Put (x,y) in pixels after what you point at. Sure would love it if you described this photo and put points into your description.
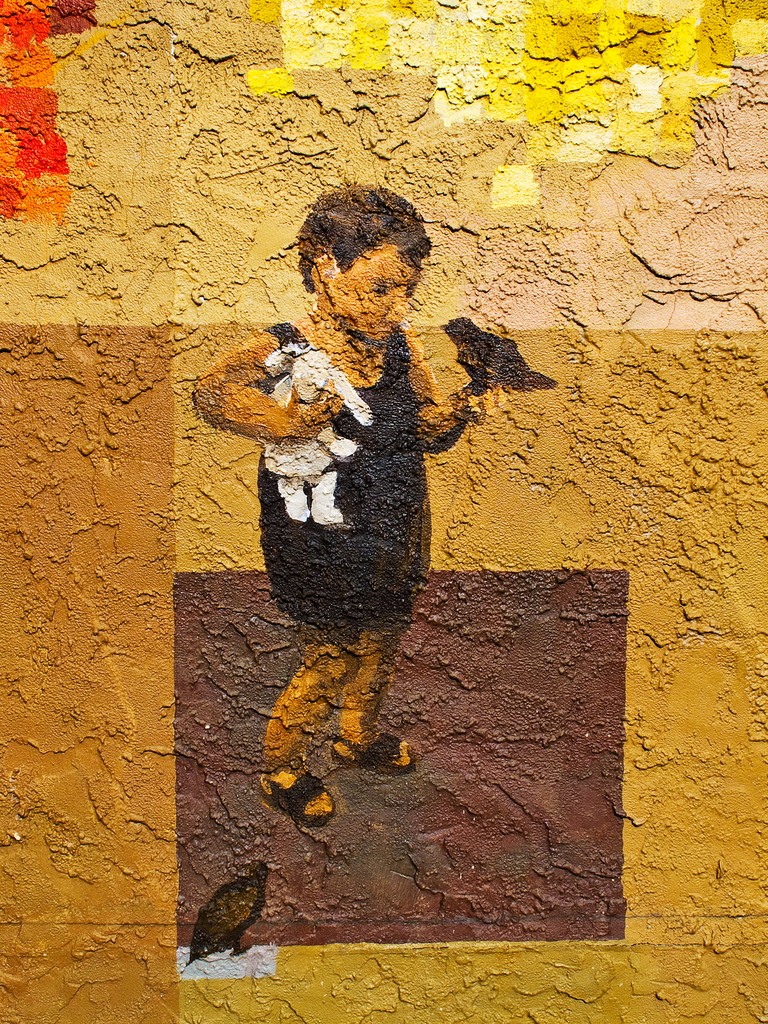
This is a picture of a wall (747,218) on the wall (568,170) there is a painting (391,301) of one boy (380,368) who is holding a toy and there are birds (481,381).
